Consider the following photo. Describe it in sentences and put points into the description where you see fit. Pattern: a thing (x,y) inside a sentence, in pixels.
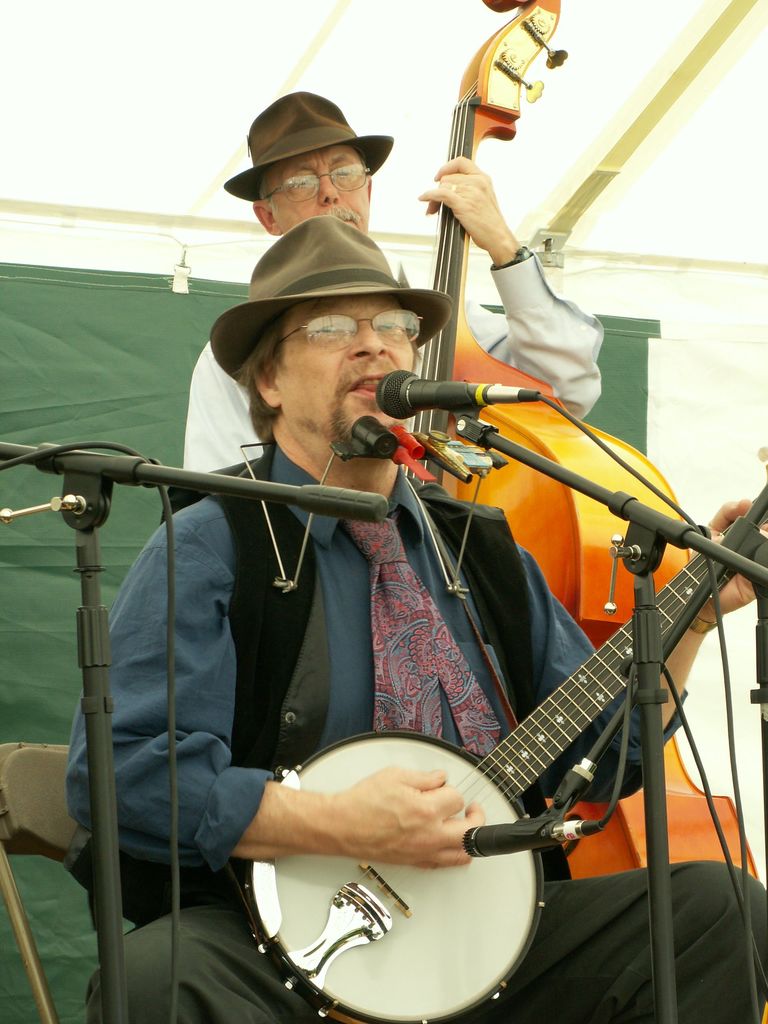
In this picture we can see two men (336,632) wore hats (291,155), spectacles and holding musical instruments (432,882) with their hands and in front of them we can see mics (95,559) and in the background (100,428) we can see a green cloth (121,319) and some objects (555,208).
